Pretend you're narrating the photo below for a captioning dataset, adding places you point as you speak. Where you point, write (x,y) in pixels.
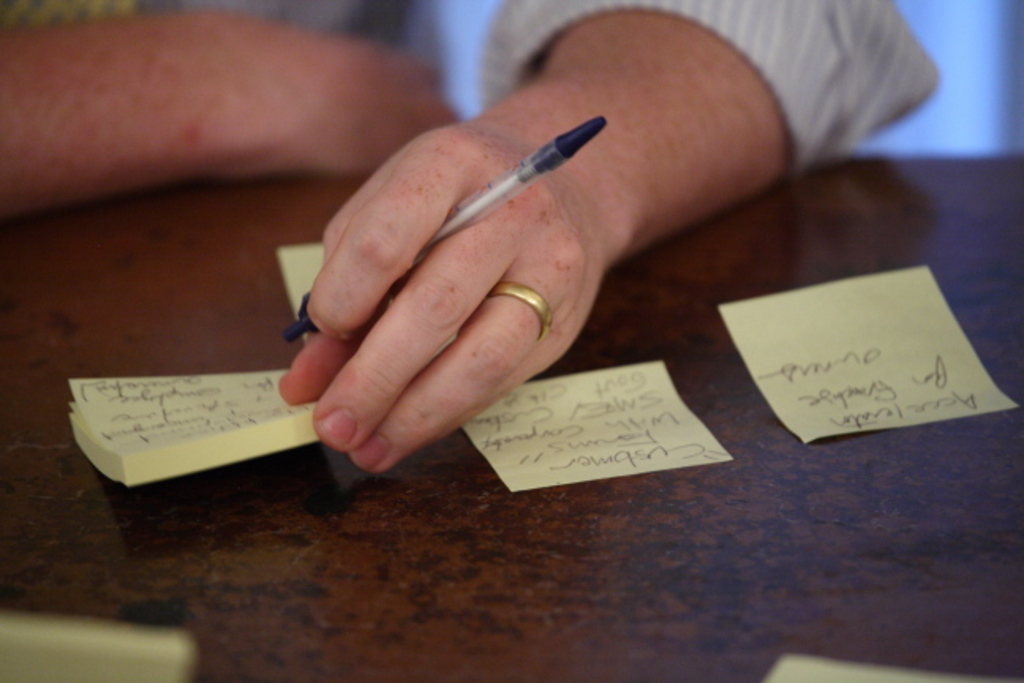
In this image there is a person (579,245) holding a pen (595,134) and papers (257,412) in his hand (415,242). There are papers (599,406) on the table (719,421). There is some text (626,419) written on the papers (627,434).
